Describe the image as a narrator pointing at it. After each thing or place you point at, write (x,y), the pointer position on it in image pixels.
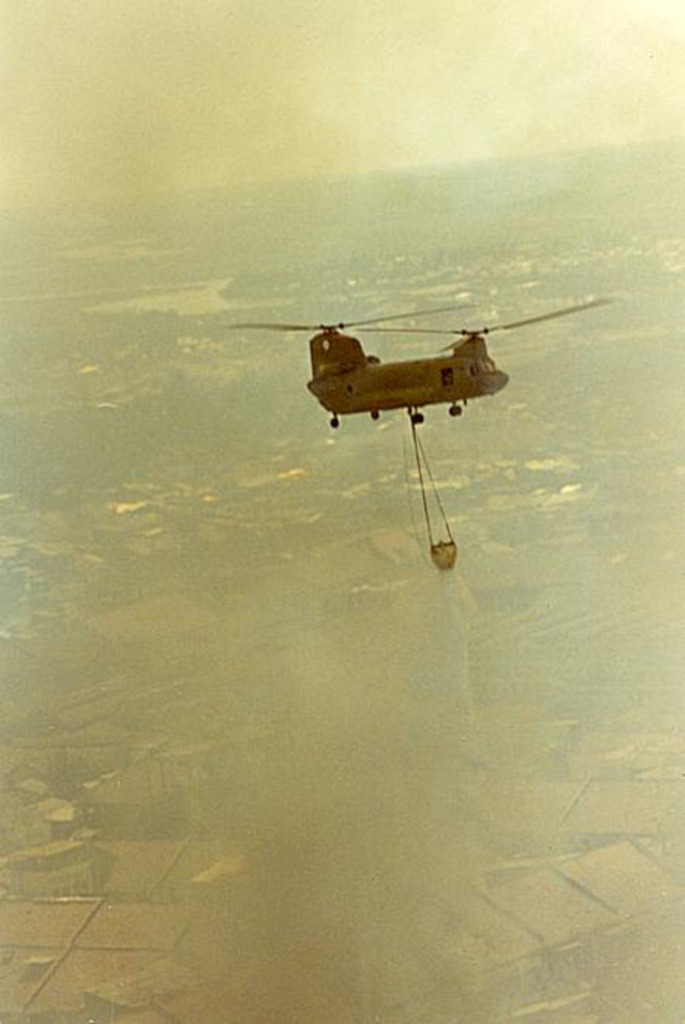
In this image we can see an aircraft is flying in the air (513,391). Here we can see the water (453,589) is coming out, we can see the land (182,717), water (209,300) and the sky (135,196) in the background (357,70).
